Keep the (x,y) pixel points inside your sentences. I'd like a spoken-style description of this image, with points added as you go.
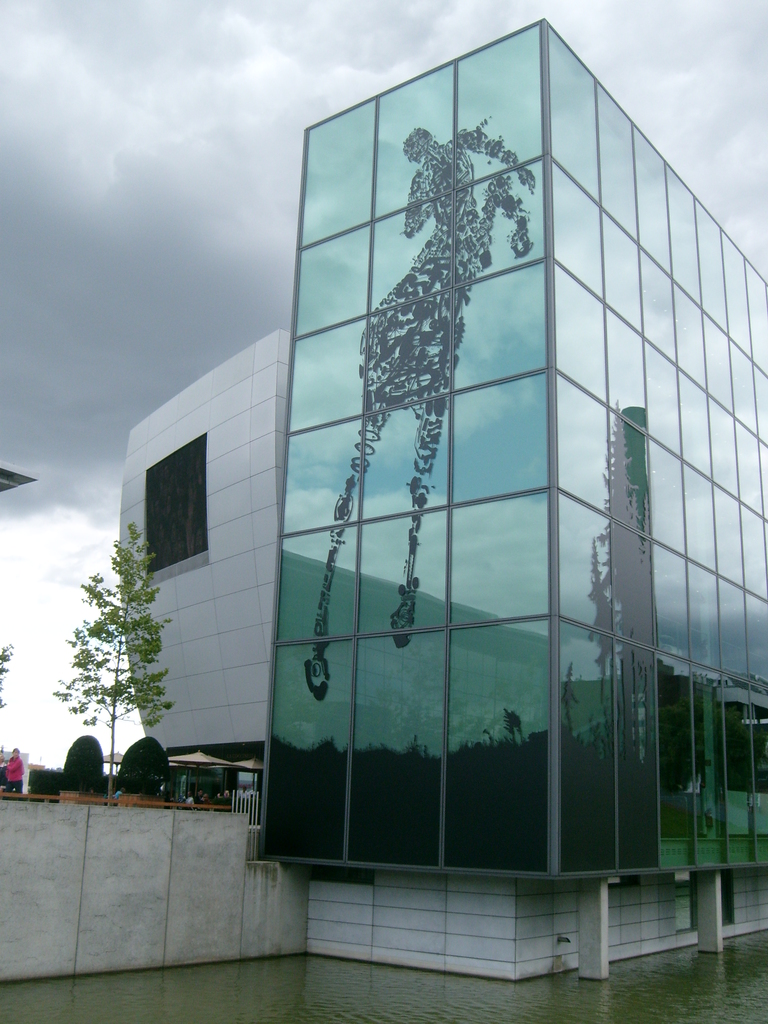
In this picture I can observe glass building (521,483). I can observe some water (546,996) in front of the building (558,412). On the left side (146,697) there is a small tree (132,565). In the background (47,200) I can observe some clouds (63,230) in the sky (57,206).
